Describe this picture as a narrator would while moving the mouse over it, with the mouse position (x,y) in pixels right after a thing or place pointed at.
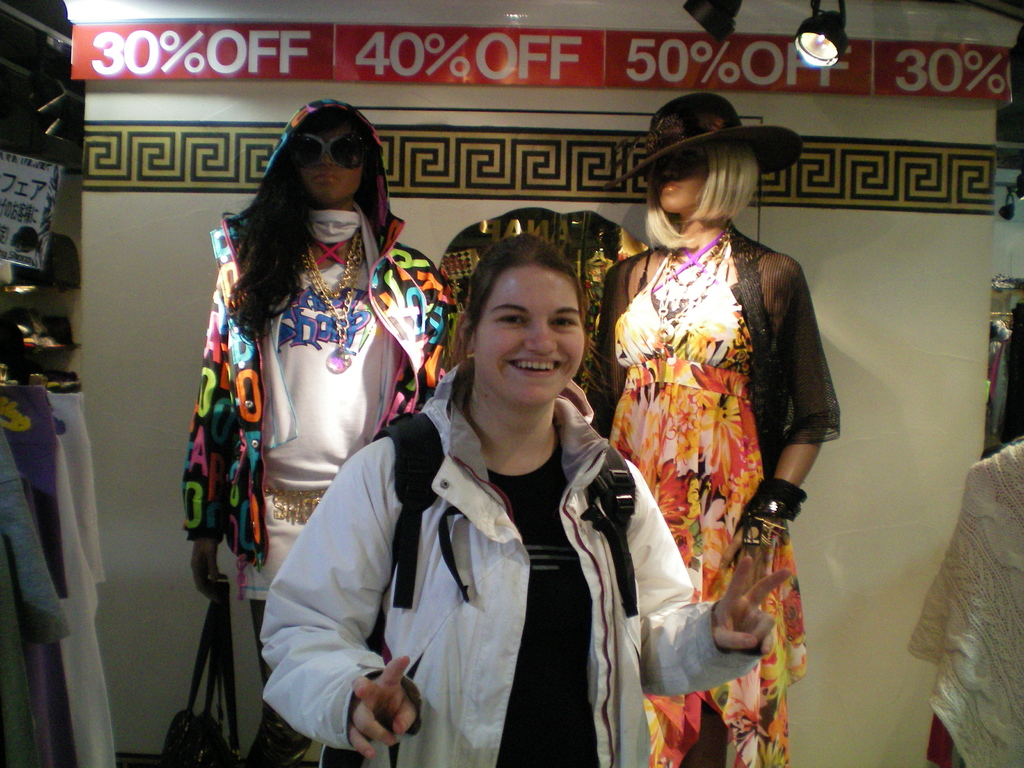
In this image in the front (492,495) there is a person (488,558) standing and smiling. In the center (378,326) there are statues (294,306) and on the statues (711,337) there are clothes (737,365). In the background (207,71) there is a board (227,75) with some numbers (157,62) and text (520,57) written on it and there are lights (727,27). On the left side (67,460) there are clothes (45,461) and there are objects (29,311) which are black in colour. On the right side (1001,472) there are clothes (1014,383) and there are lights (1007,206).
